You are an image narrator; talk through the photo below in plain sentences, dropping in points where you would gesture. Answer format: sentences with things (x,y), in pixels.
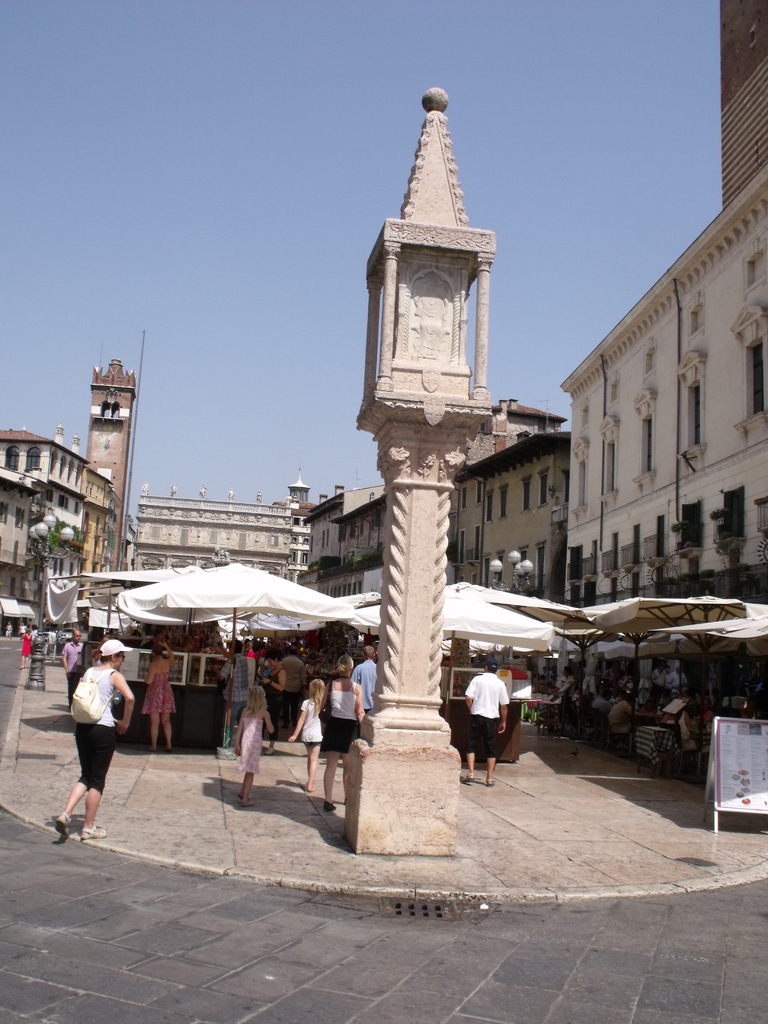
In this image there are group of persons (248,711) walking and standing. In the background (83,529) there are buildings (209,544), poles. In the front (411,592) there is a pole (417,651). Behind the pole (413,658) there are tents (174,602) which are white in colour. Under the tent (289,621) there are persons (349,673). On the right side (585,526) there are buildings (664,558) and in front of the building (679,551) there are persons (626,707) sitting.
